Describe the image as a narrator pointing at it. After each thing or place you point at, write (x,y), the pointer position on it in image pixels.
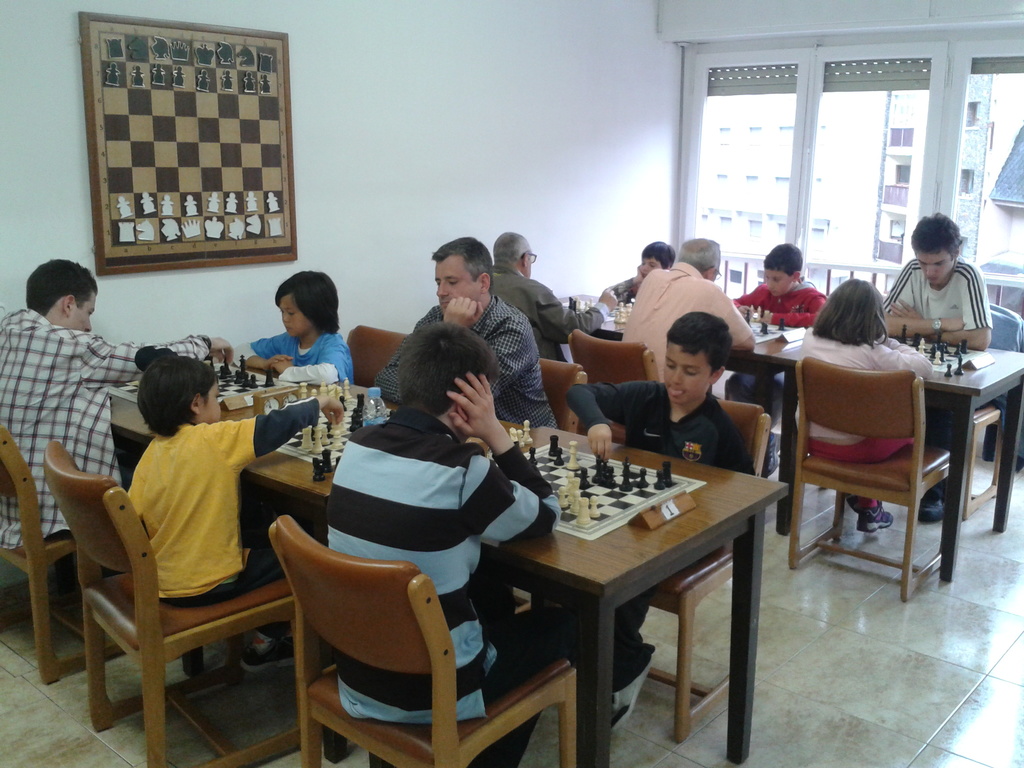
Persons (484,338) are sitting on a chair (796,472). On this tables (588,560) there are chess boards (344,438) and coins (937,361). A chess board picture (266,152) on wall (376,147). From this window (845,175) we can able to see buildings (845,179).
